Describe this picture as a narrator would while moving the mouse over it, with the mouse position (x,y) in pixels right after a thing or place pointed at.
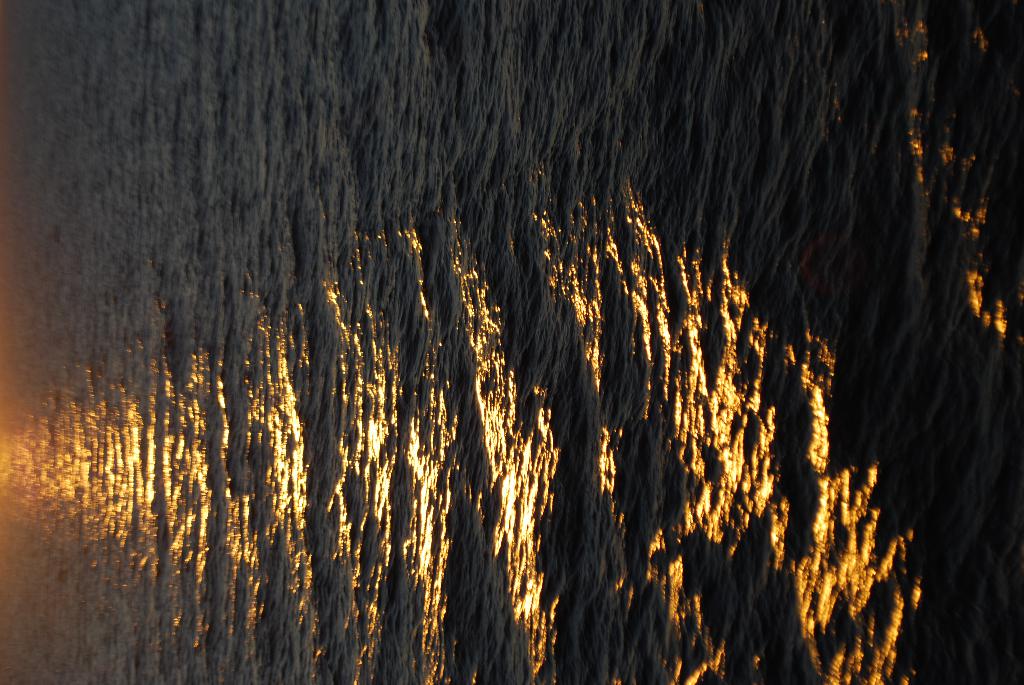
This image is taken outdoors. In this image there is a sea (650,302).
